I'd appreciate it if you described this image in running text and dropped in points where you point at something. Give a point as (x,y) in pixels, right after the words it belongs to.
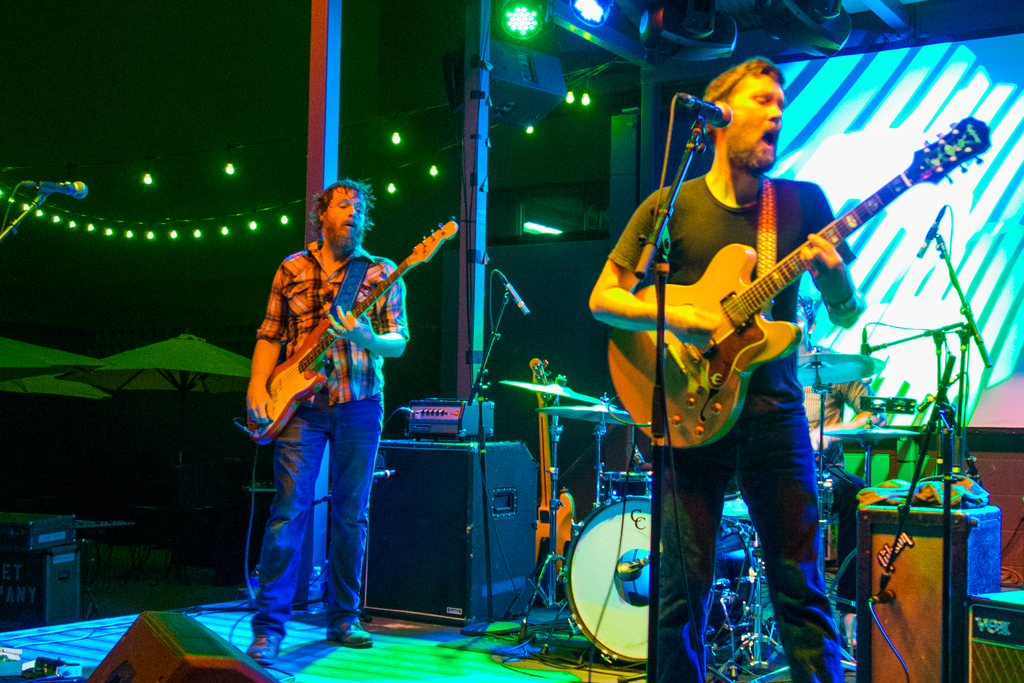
In this image we can see two persons (684,284) are standing on the stage (28,643), there a man (800,213) is singing, and holding a guitar (772,341) in the hands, in front there is a microphone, and stand (691,156), at the back (1011,93) there are musical drums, there is a screen (855,190), there are lights (702,13), there are speakers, there are many lights (102,219).
